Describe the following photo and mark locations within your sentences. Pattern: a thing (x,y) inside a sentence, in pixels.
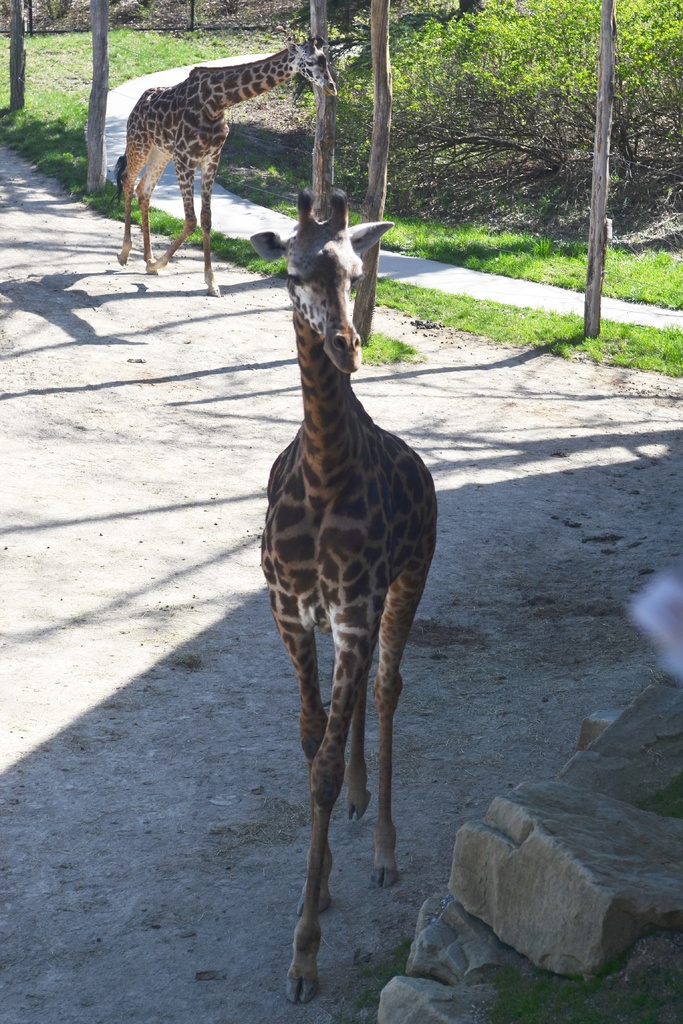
In this picture we can see a few stones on the bottom right (567,947). We can see giraffes (377,590) walking on the path (197,323). Some grass (240,255) is visible on the ground (536,267). We can see a few plants (508,105) in the background (506,32).
